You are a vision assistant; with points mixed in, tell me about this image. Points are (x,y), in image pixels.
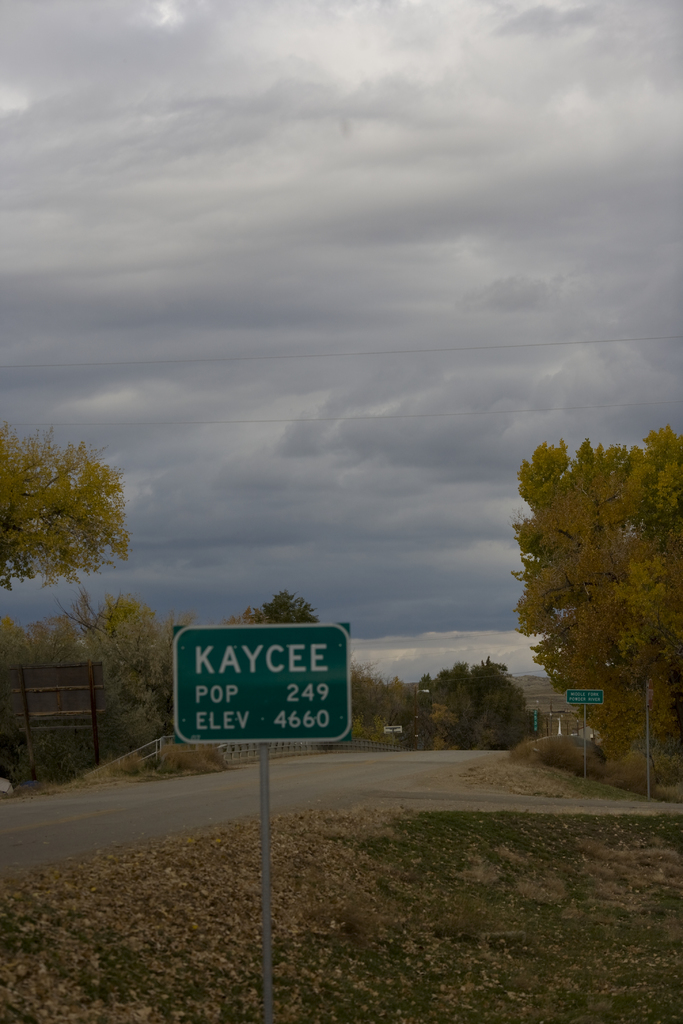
In this image in the front (218,700) there is a board (261,702) with some text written on it and there are dry leaves (252,864) on the grass (374,879) and in the background (162,654) there are trees (117,624) and the sky (235,257) is cloudy and there are boards (536,726) with some text (592,700) written on it.
